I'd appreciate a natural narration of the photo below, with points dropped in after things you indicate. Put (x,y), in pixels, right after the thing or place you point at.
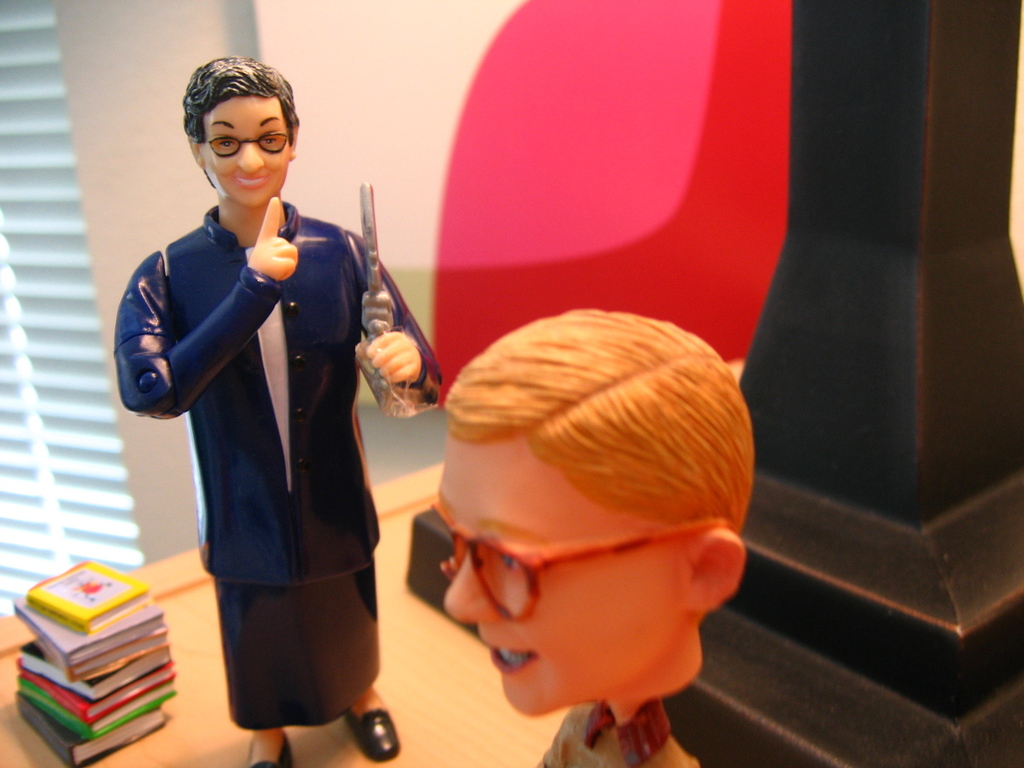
In this image we can see toys (366,603) placed on the table (407,612). On the left side of the image (18,167) we can see books (98,638) and window (59,326). In the background (127,28) there is wall (89,30).
